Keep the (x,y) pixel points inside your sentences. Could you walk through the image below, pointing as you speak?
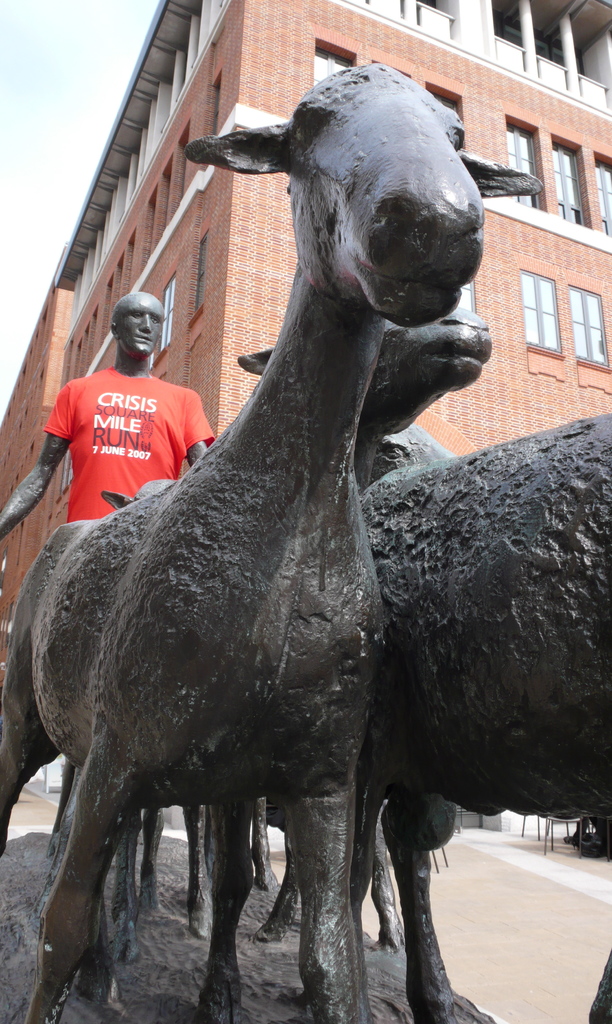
In this image I can see statues (271,548) of three animals (246,659) and a person's (152,298) on the road (483,938). In the background (448,407) I can see chairs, buildings (469,405), windows (166,300) and the sky (50,252). This image is taken may be during a day.
